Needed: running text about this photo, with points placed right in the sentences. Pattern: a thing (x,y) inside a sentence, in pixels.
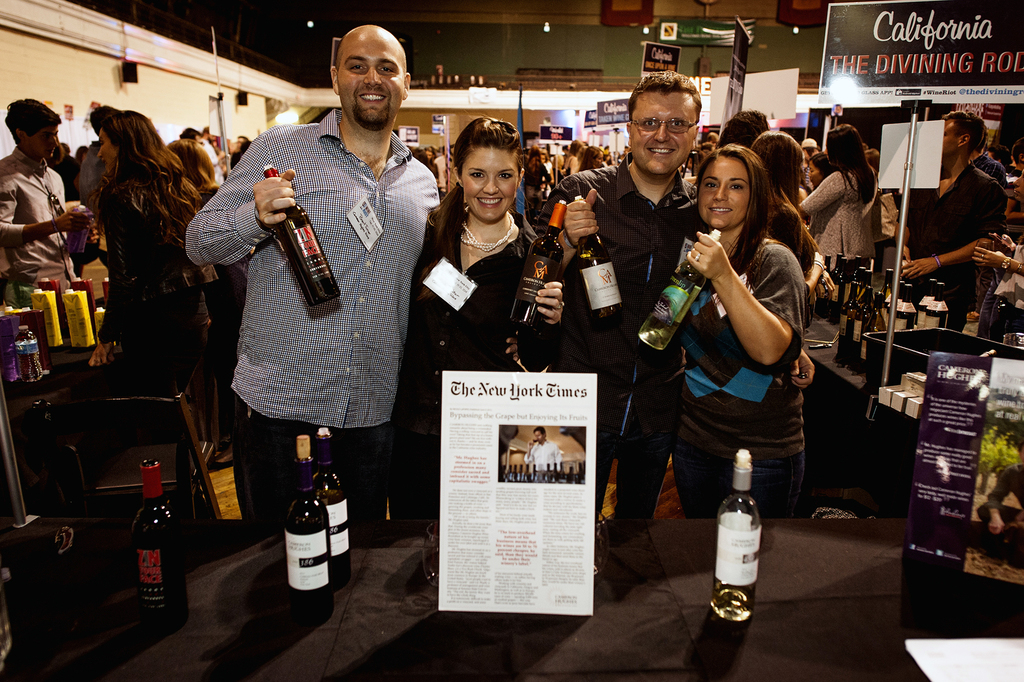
In the foreground of the picture (567,469) there are posters (572,541), bottles (344,534), tables (626,534) and people (327,252). On the right (932,157) there are placards (871,83), people (932,193), bottles (921,302) and tables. On the left (148,157) there are people (200,140), tables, bottles (28,362), speakers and other objects (77,324). In the background (574,151) there are people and placards (605,118).
